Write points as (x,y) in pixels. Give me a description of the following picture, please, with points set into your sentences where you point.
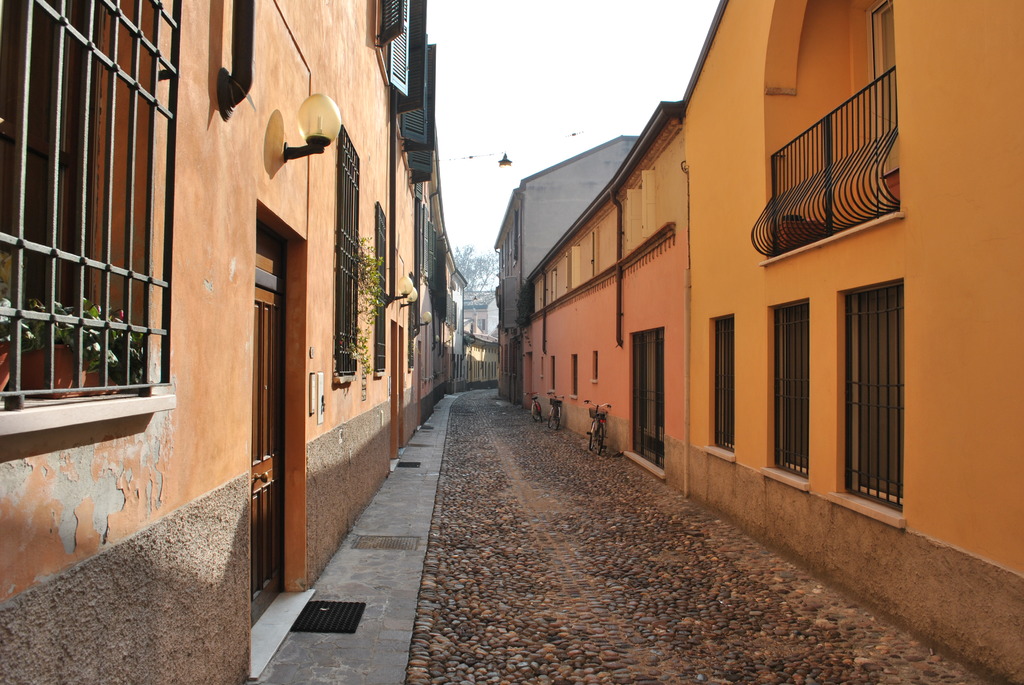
In this image we can see the path (474,419) in the middle (502,435) and there are bicycles (591,443) on the path (563,507) at the wall (570,409). To either side of the path (580,452) there are buildings (240,364) and we can see windows (113,220), doors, mesh gates (343,155), plants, lights (331,109) and pipes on the walls (538,255). In the background (483,178) there is a building (539,259), tree (496,274) and sky (526,91).
